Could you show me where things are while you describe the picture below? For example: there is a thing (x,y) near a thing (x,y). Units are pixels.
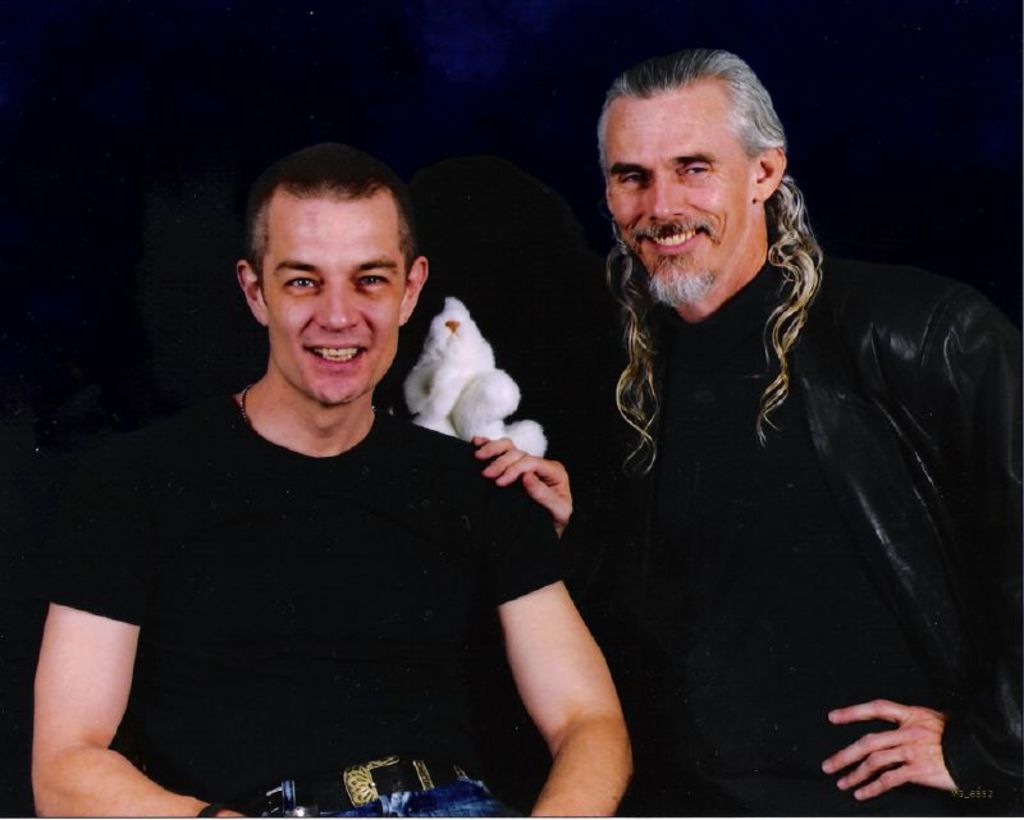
In the foreground of this picture (514,514), there is a man (389,631) sitting and a man (774,548) standing in the black dress (539,589) there is a white toy (436,363) in the back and the background (100,85) is black.
